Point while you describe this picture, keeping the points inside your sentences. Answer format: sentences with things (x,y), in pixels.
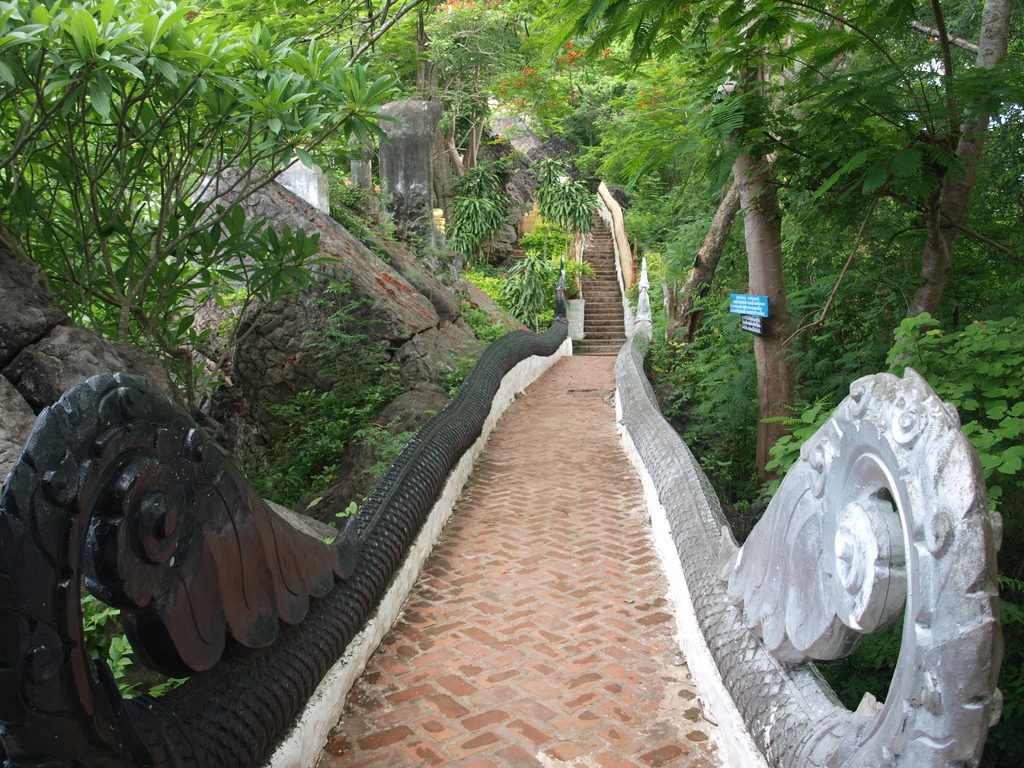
In this image we can see few stairs (608,307), railing (747,671), few trees (951,219) and a tree (757,291) with boards (758,308) on the right side (847,301), few trees (159,68) and rocks (32,389) on the left side (274,376).
